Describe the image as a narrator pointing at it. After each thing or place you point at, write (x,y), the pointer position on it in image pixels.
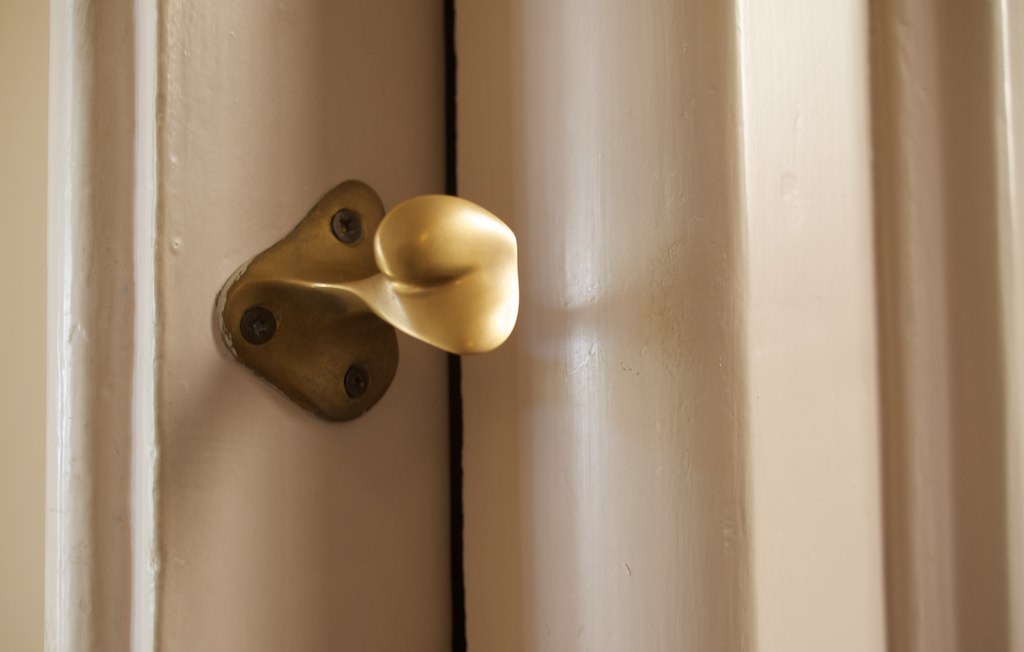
In this image there is a door (171,301).
